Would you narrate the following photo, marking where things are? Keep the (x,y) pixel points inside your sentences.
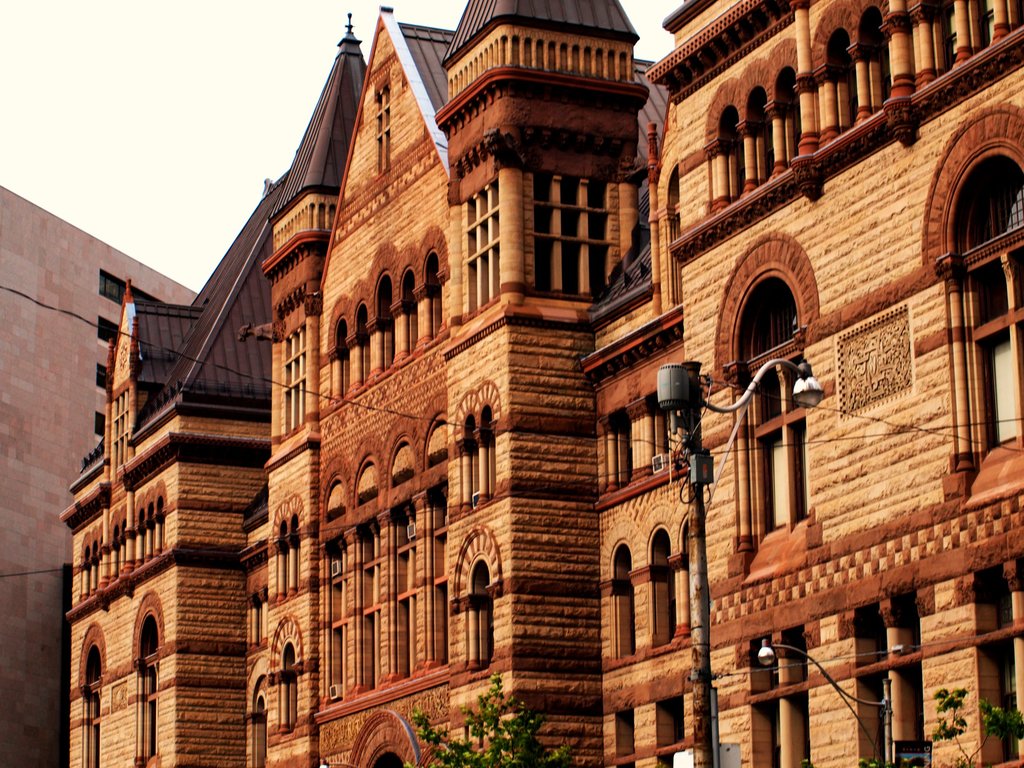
In this image we can see group of buildings (797,505), poles (863,703), trees (489,700) and the sky (135,70).
